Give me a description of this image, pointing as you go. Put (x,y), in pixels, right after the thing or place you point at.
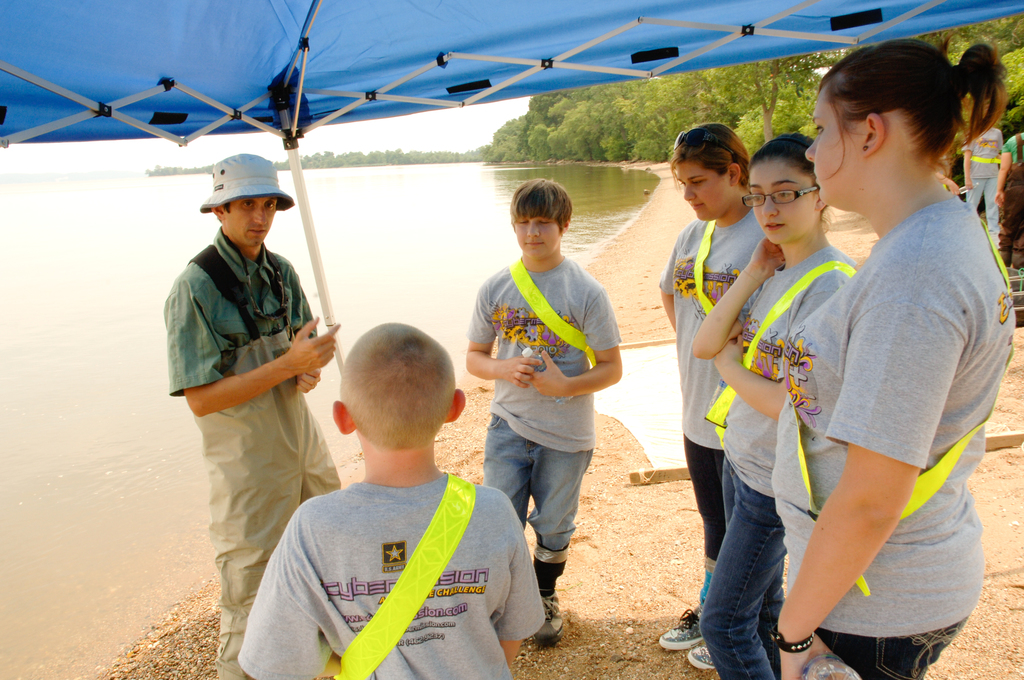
In this picture we can see some people (965,168) are standing, on the left side (131,376) there is water (105,363), we can see trees (537,108) in the background (762,97), it looks like a tent (334,16) at the top of the picture (326,5).
